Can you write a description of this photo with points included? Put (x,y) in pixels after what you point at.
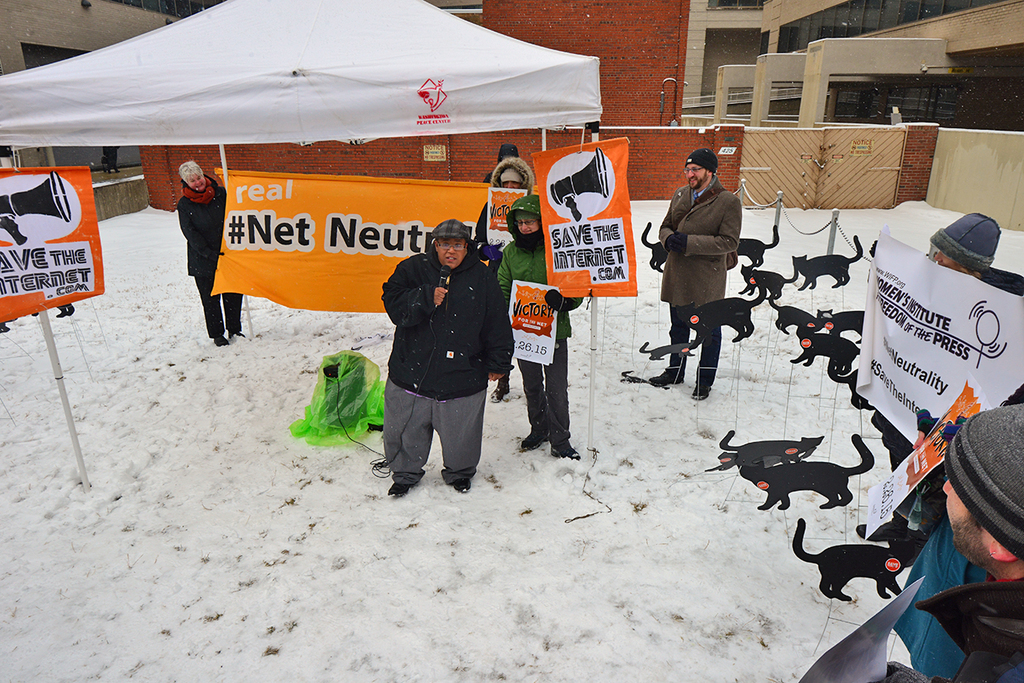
In this image there are some people (483,334) who are standing some of them are holding some boards (543,305) and posters (891,340), and one person (434,307) is holding a mike (444,272) and talking and in the background (192,85) there is a tent (229,90) and buildings (684,114). At the bottom (306,576) there is snow (601,498).
